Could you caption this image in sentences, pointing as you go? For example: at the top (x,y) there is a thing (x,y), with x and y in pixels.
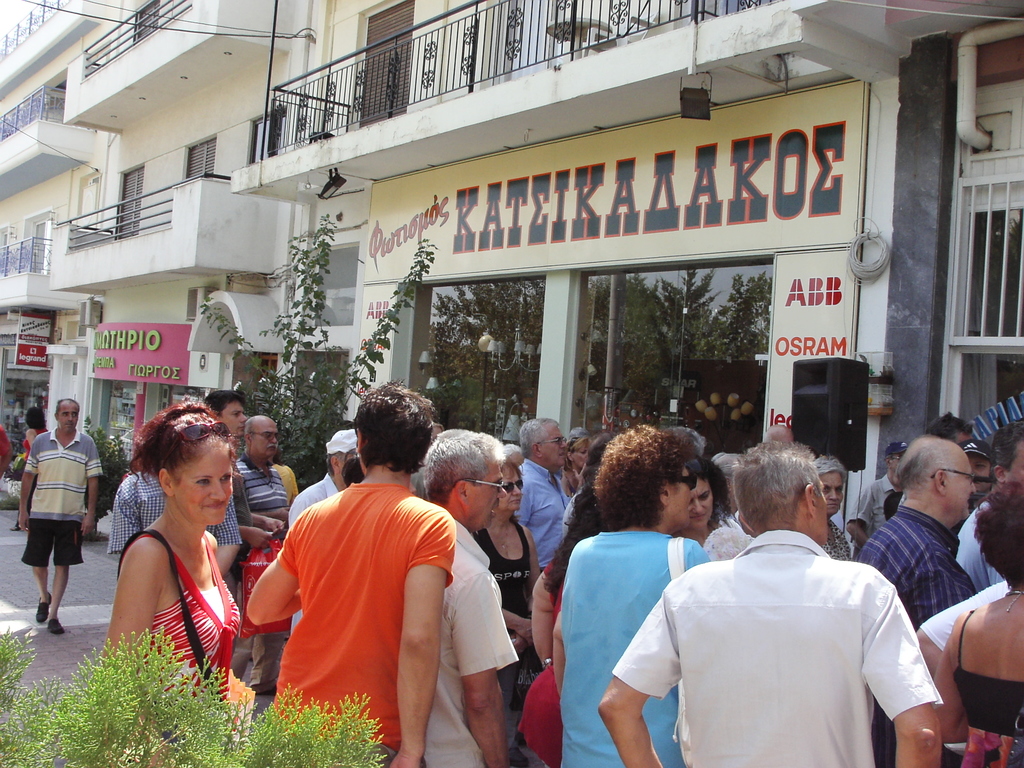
In this image there are a few people (352,569) standing and walking on the path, in the background (634,354) there are buildings (334,309) and trees (316,316). At the bottom left side of the image (187,721) there is a tree (117,706).
